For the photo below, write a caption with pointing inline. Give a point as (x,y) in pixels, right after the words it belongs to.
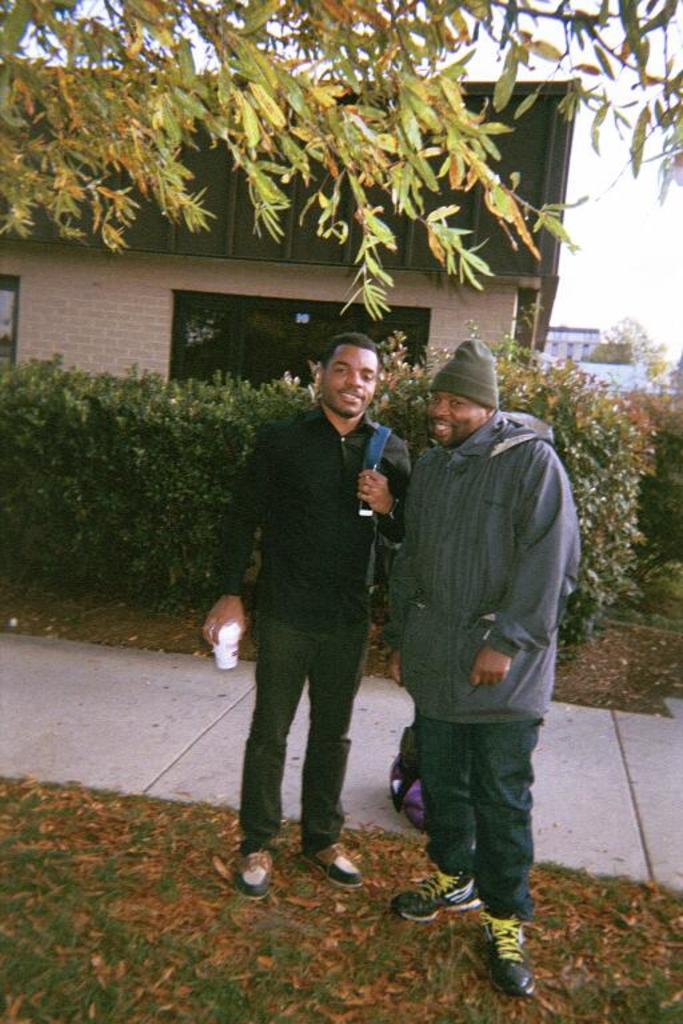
In the center of the image (355,544) we can see two persons (405,663) are standing and they are smiling and they are in different costumes (366,532). Among them, we can see one person (377,516) is holding some object (228,654) and the other person (402,577) is wearing a hat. In the background (505,116), we can see the sky (580,148), buildings (477,297), plants (674,444), grass (359,945), branches (143,69) with leaves (125,65) and a few other objects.
